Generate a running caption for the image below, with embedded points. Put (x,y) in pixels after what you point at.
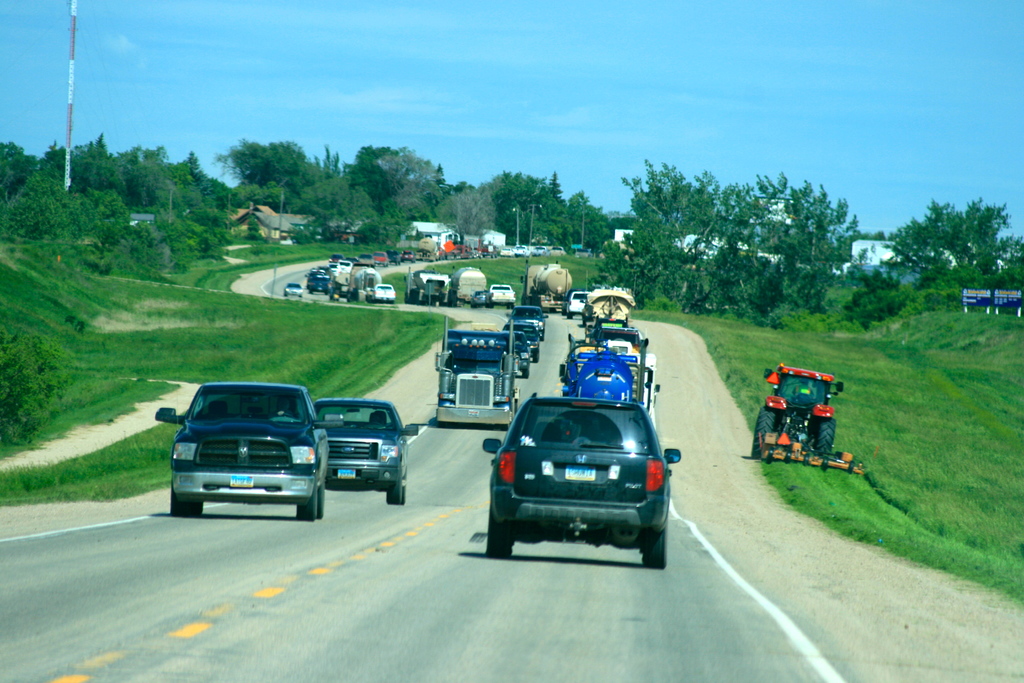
In this image we can see a few vehicles (579,520) on the road (249,276), there are trees (606,230), poles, buildings (888,257), grass (921,327) and boards (974,292) with some text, in the background (523,163), we can see the sky (372,38) with clouds (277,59).
